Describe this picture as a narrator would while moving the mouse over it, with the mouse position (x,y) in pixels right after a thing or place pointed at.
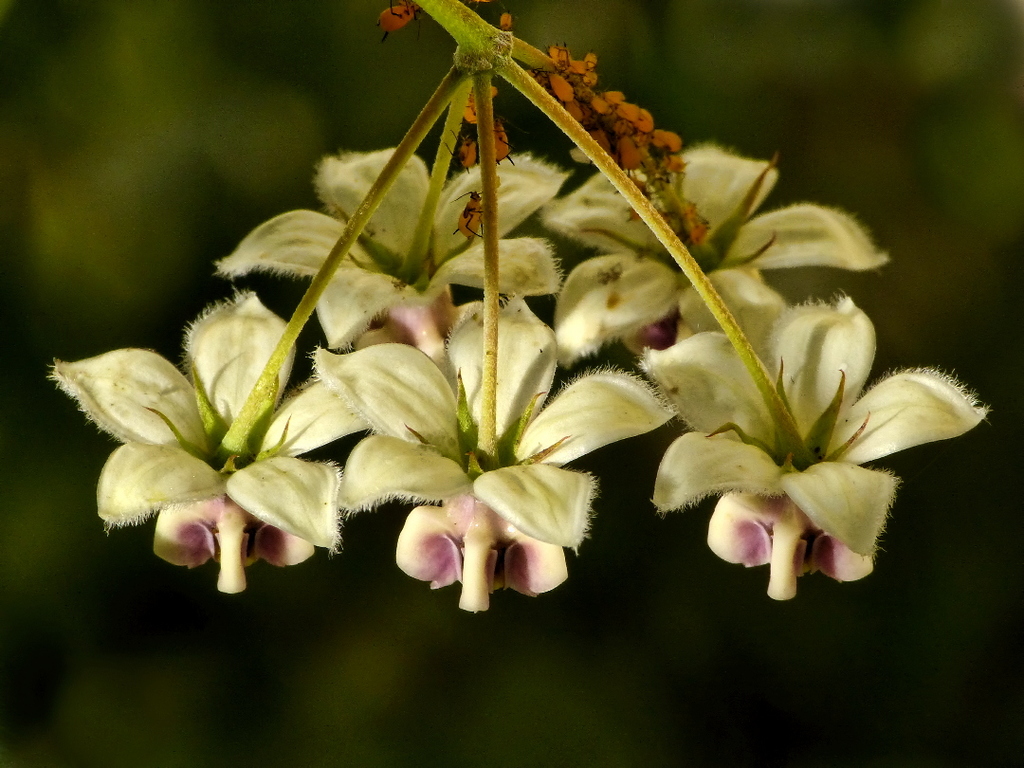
This image consists of a plant (514,472) along with flowers (523,416). The flowers (533,545) are in white color. The background (637,28) is blurred.
